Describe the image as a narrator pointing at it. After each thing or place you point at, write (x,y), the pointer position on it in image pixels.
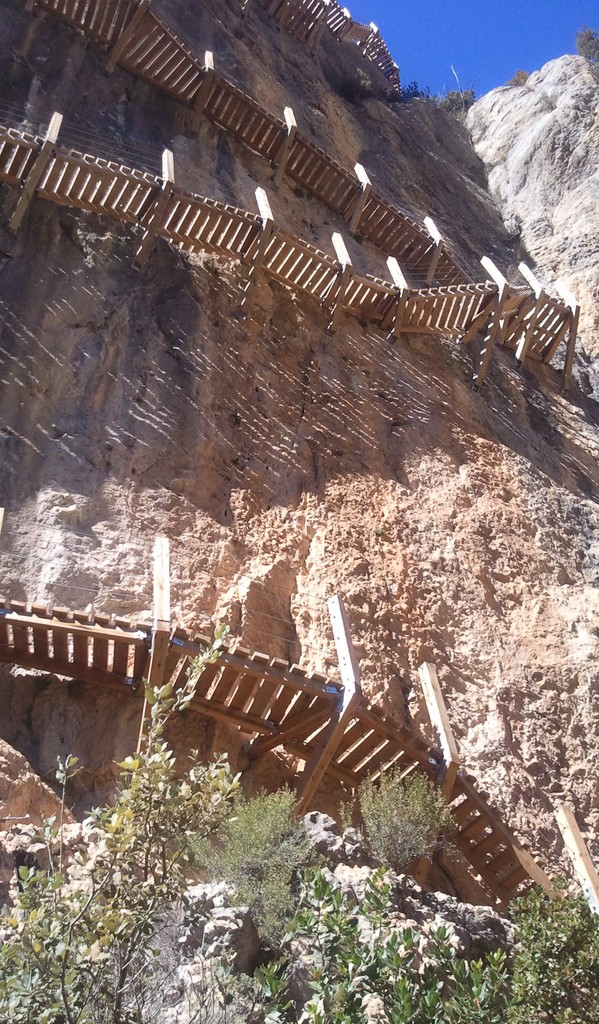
In this Image I can see a rock mountain (413,508). I can see a wooden path (228,668), fencing (338,633) and trees (399,820). The sky (437,71) is in blue color.
